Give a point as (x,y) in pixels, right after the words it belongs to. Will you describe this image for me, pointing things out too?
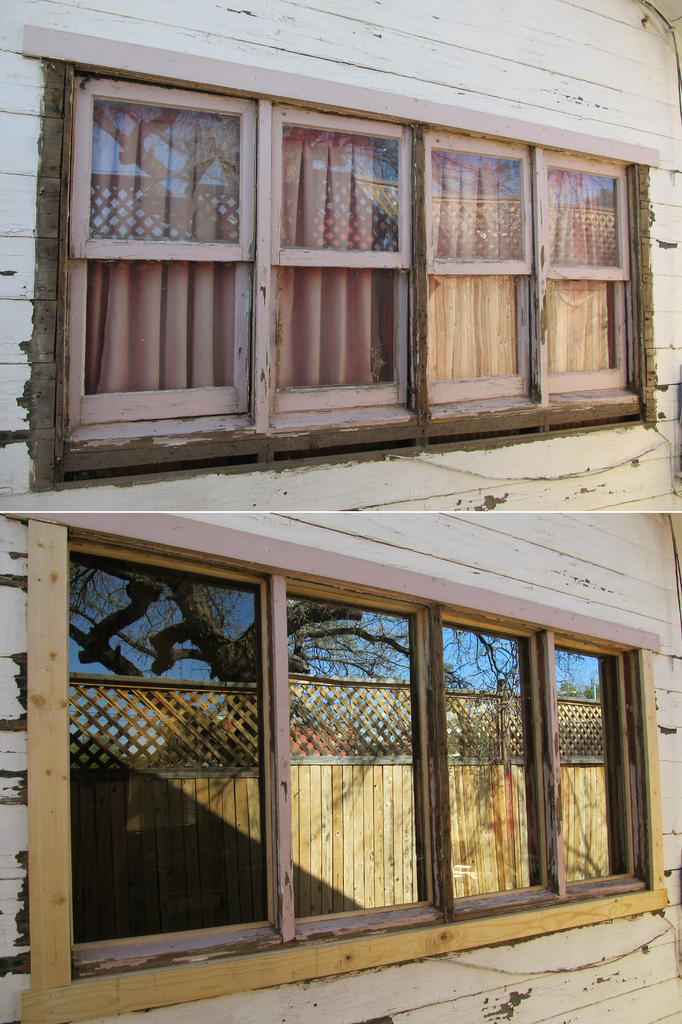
In this image there are two pictures. In the two pictures I can see wooden walls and windows (306,291). Through windows (243,297) I can see curtains (369,310). On the glass windows (463,676) there is a reflection (293,662) of trees (115,664). To the windows (252,729) there are reflections (521,724) of a fence (506,728).
